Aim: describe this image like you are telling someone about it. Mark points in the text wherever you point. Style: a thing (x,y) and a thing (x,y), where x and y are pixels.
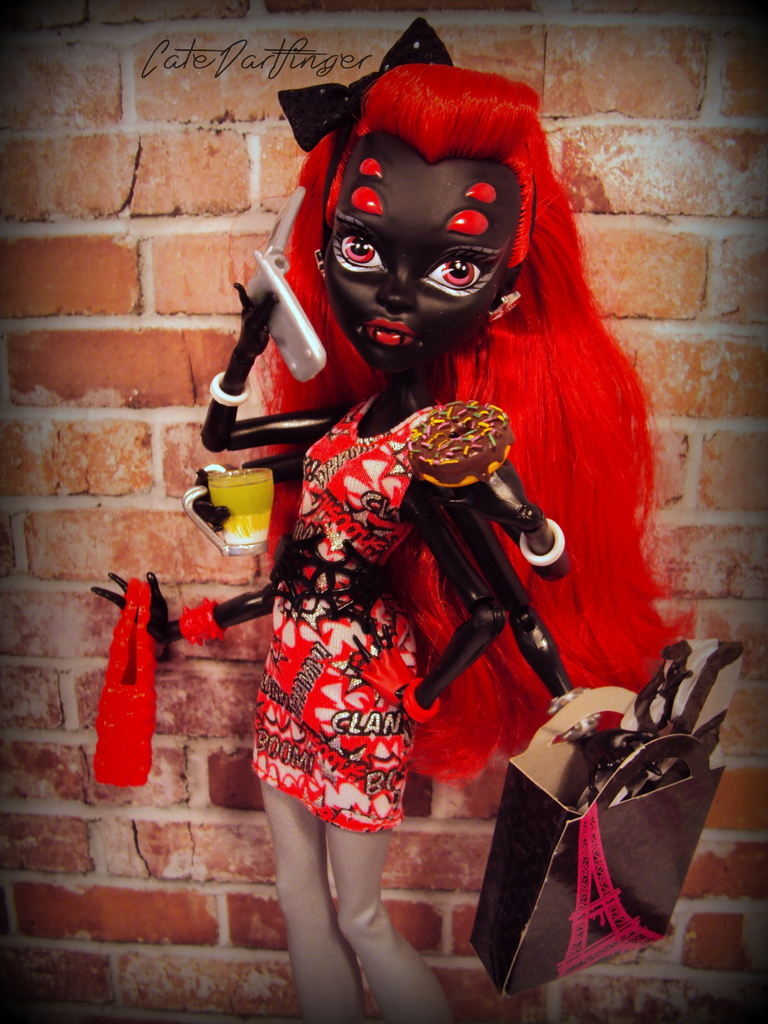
In this picture there is a doll (331,990) who is having six hands (477,528). In five hands (449,506) I can see some objects (298,308) like donut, mobile phone (283,275), teacup (246,496), bag (683,837) and purse (135,714). In the back (669,369) I can see the brick wall (675,451). In the top left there is a watermark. In that bag (582,895) I can see the paper's Eiffel tower (621,906) and other objects (659,781).
